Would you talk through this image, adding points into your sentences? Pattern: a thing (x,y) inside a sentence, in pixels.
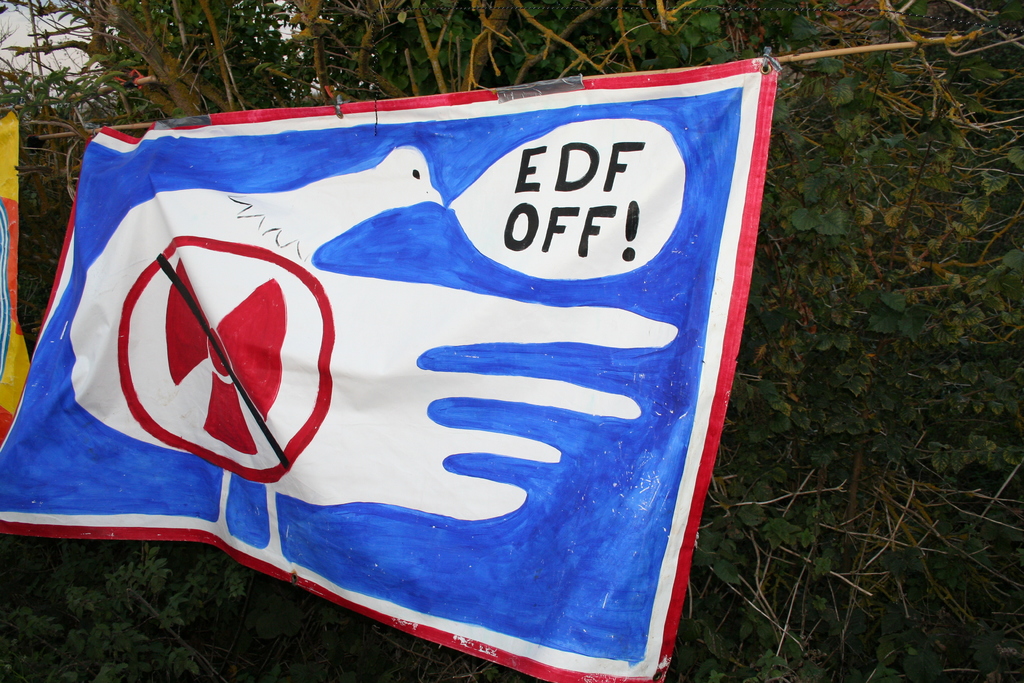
In this picture we can see few flags (139,358) and trees (822,275).
